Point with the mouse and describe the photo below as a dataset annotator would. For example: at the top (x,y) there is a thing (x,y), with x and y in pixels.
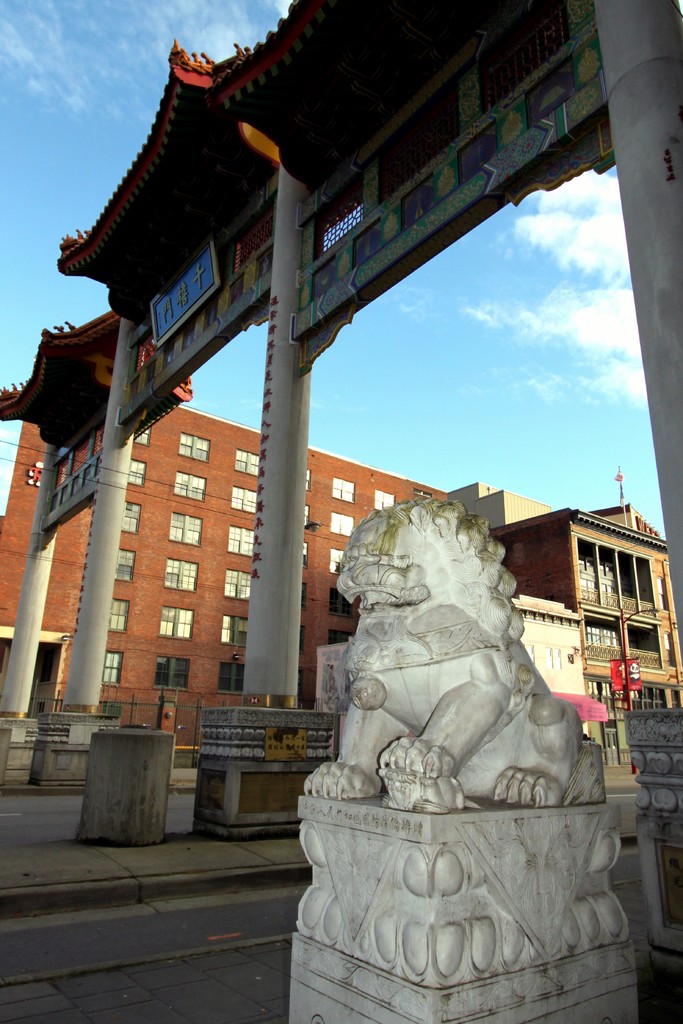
In this image I can see a white color statue (454,608), pillars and other objects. In the background (327,670) I can see buildings (237,588) and the sky (496,482).
